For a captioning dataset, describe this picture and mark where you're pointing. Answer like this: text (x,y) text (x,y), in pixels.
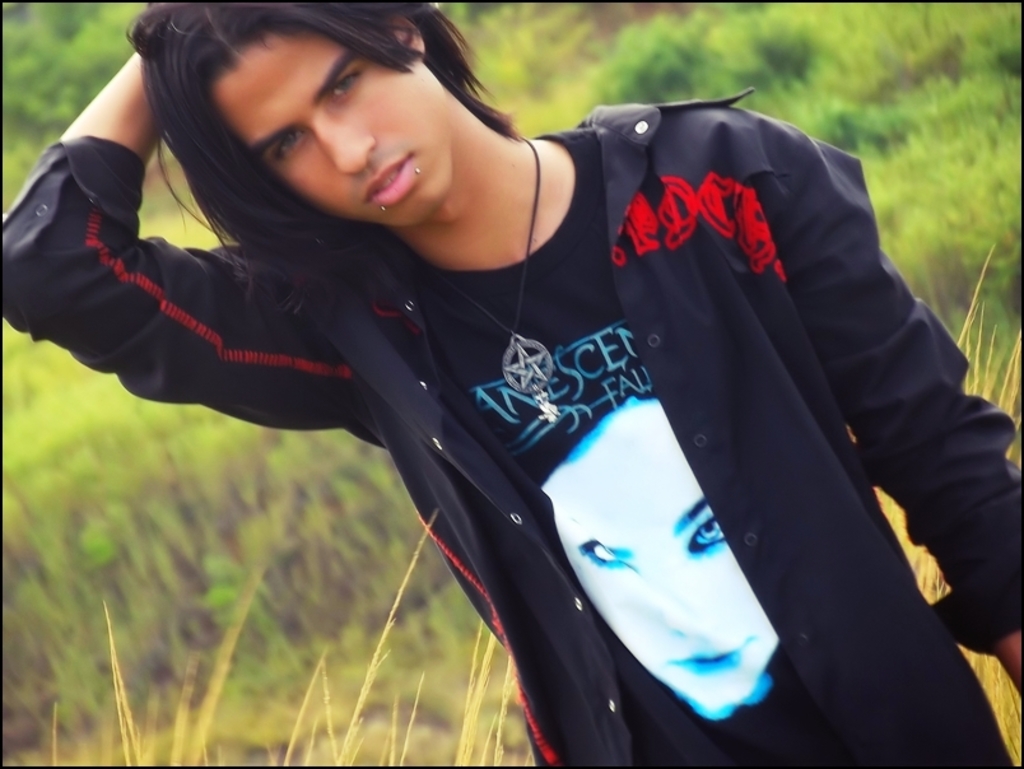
The boy (572,313) in the middle of the picture (544,385) wearing black T-shirt (539,452) and black jacket (647,317) is standing. Behind him, we see plants (812,133) and trees (615,41). It is blurred in the background (340,599).
